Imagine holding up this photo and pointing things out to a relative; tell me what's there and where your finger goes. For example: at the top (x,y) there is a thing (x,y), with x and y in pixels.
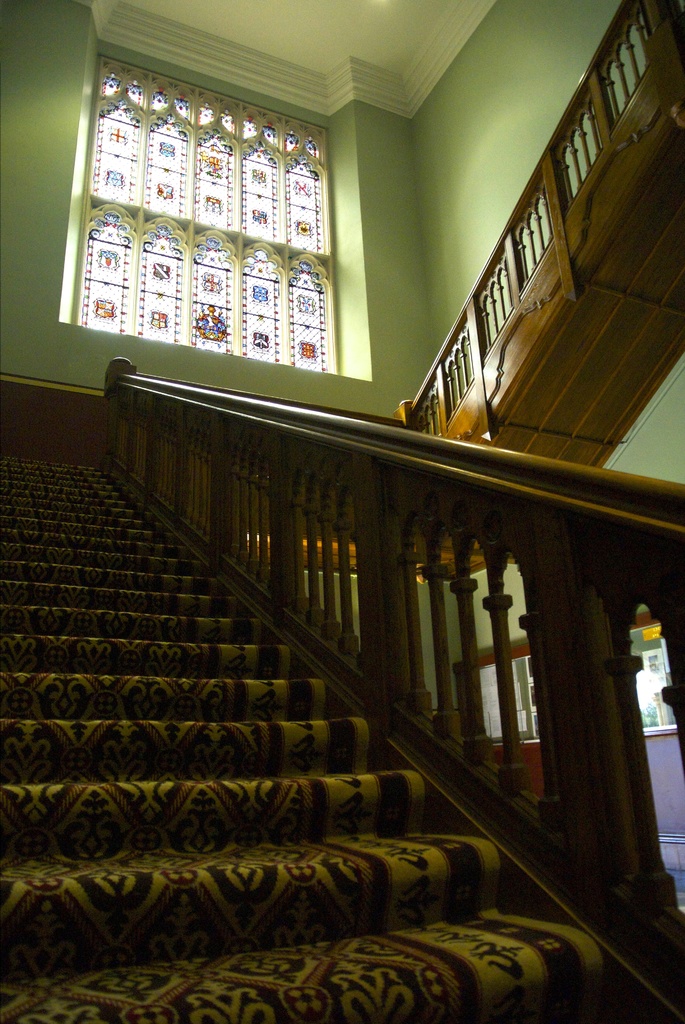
In this image we can see the stairs (187,695) and handrails (324,417). At the top (391,296) we can see a wall (376,171) and a roof (256,48). On the wall (122,342) we can see a window (230,188) with glass (207,278). On the right side (478,145), we can see a wall (436,267) behind the handrail (581,558).
